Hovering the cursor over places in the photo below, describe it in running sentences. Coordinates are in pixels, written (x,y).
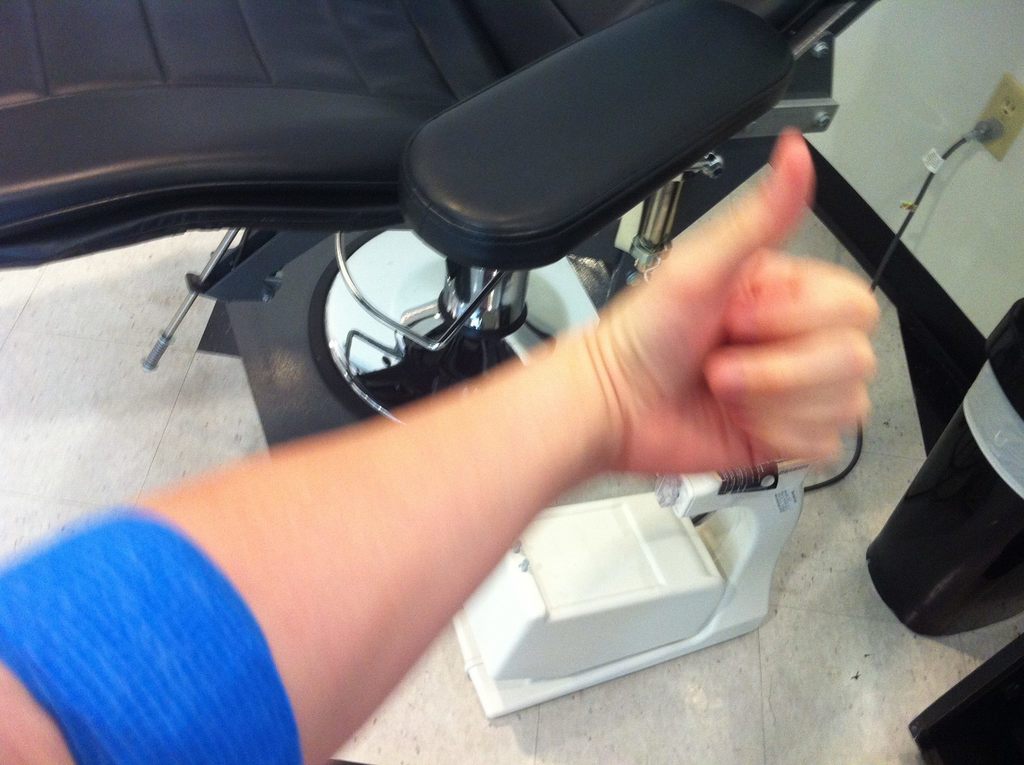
In this image, we can see the hand (587,402) of a person (681,375), there is a black chair (336,116). On the right side (974,110), we can see the wall (977,148) and there is a switchboard (1009,113) on the wall (948,134).
